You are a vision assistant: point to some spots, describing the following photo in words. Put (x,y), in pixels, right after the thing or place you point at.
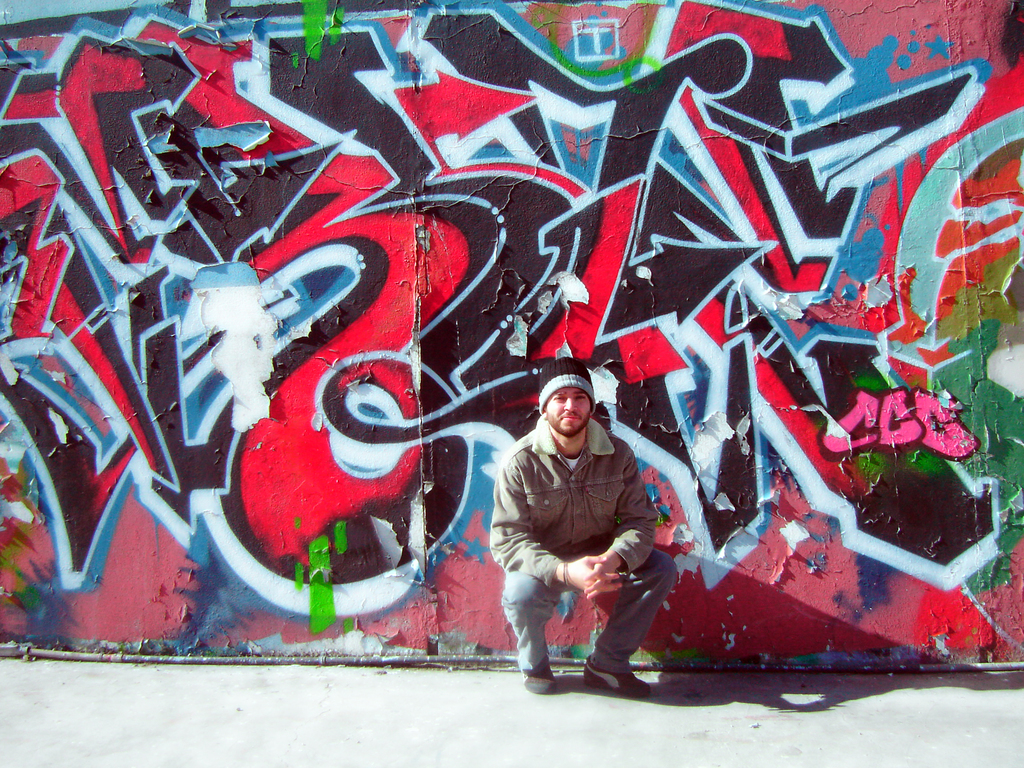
In the foreground (361,703) it is footpath (188,712). In the center of the picture (562,499) we can see a person (552,464). In the background (331,201) it is wall (569,285) with graffiti (226,378).
